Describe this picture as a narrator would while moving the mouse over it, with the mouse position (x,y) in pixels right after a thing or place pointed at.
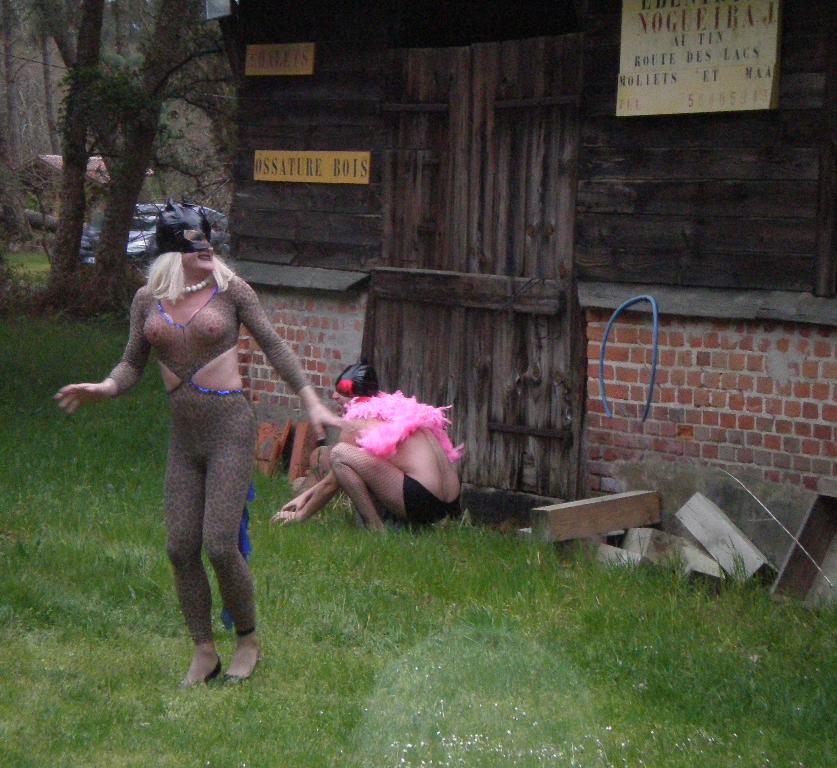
There are two people (198,433) wore fancy dresses (168,233) and this person (373,471) sitting like squat position and we can see grass (640,605), boards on wooden walls (286,260) and door (445,318). In the background (64,240) we can see trees (90,156).
